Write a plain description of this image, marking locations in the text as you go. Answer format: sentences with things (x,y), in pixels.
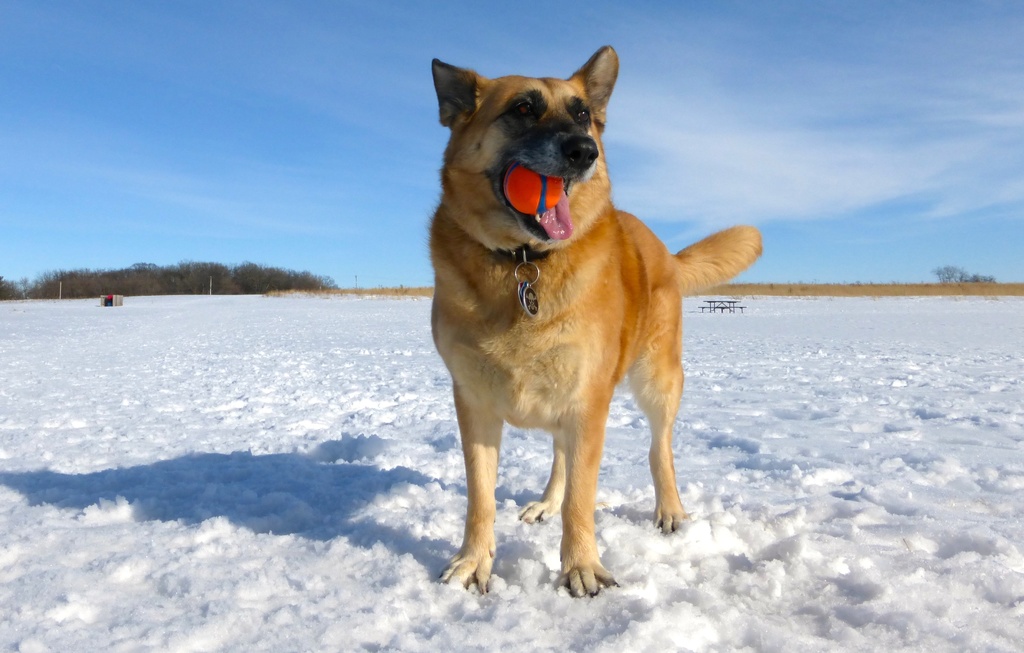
In this image there is a dog (548,341) holding a ball (551,185) with its mouth (526,229). Dog (652,392) is standing on the snow (704,520). There is a bench (714,305) on the snow (124,301). Left side (145,275) there are few trees (285,274). Right side (946,267) there are few trees (951,279) on the land (890,293). Top of image (341,165) there is sky (304,199).
